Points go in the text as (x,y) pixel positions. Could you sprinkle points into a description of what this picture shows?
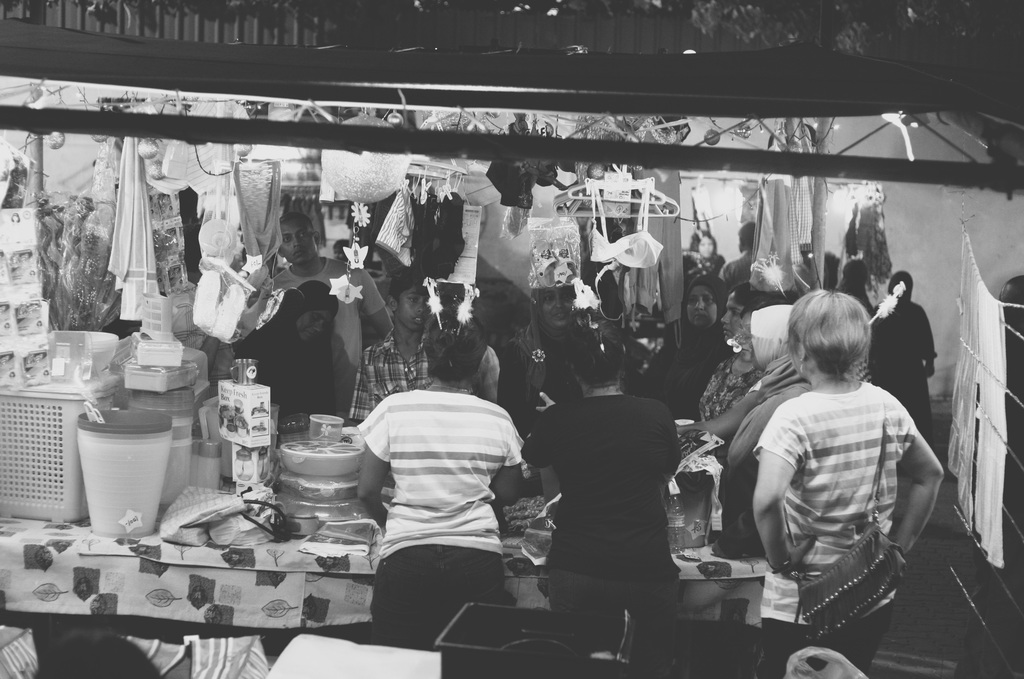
In this picture we can see a store (267,418) on the left side (203,373), there are some people (673,430) standing, we can see a table (319,599) in the middle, there are some plastic boxes (302,492), a basket (46,448), other things (222,429) present on the table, on the right side (1000,447) there is a cloth (985,413), in the background (950,232) we can see a wall (932,228), we can see some clothes (119,208) at the top of the picture (128,193), it is a black and white image.
